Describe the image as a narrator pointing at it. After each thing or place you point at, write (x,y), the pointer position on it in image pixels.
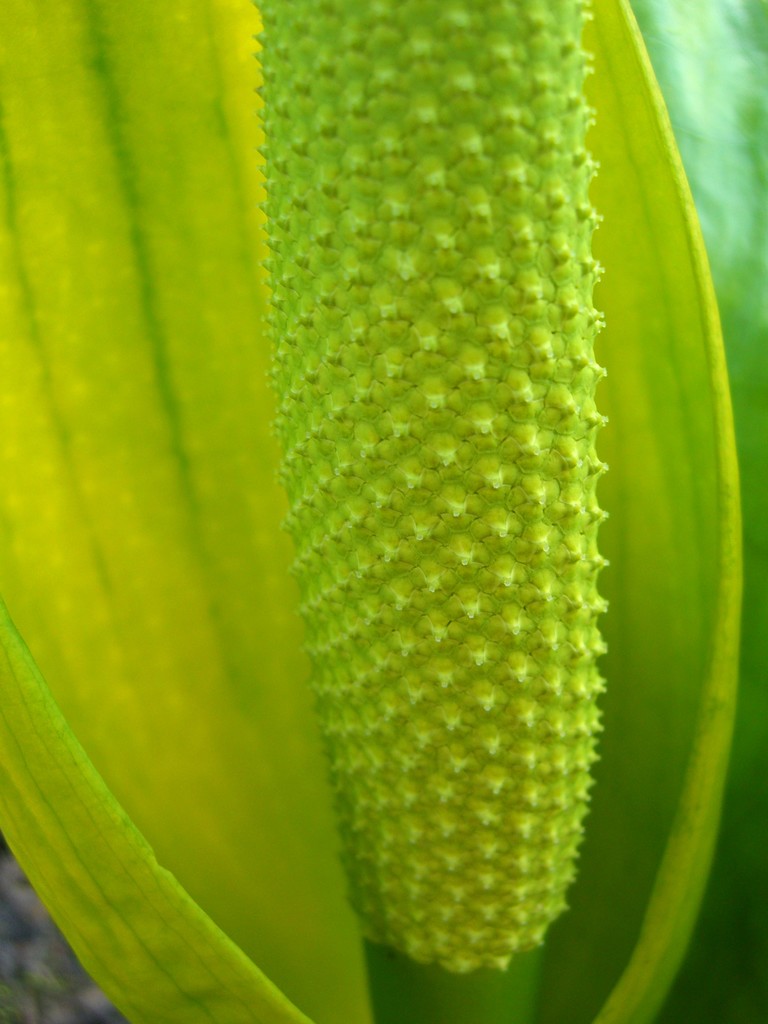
In this image I can see a plant (549,553) and leaf (258,570). In the background of the image (58,970) is blurred.
